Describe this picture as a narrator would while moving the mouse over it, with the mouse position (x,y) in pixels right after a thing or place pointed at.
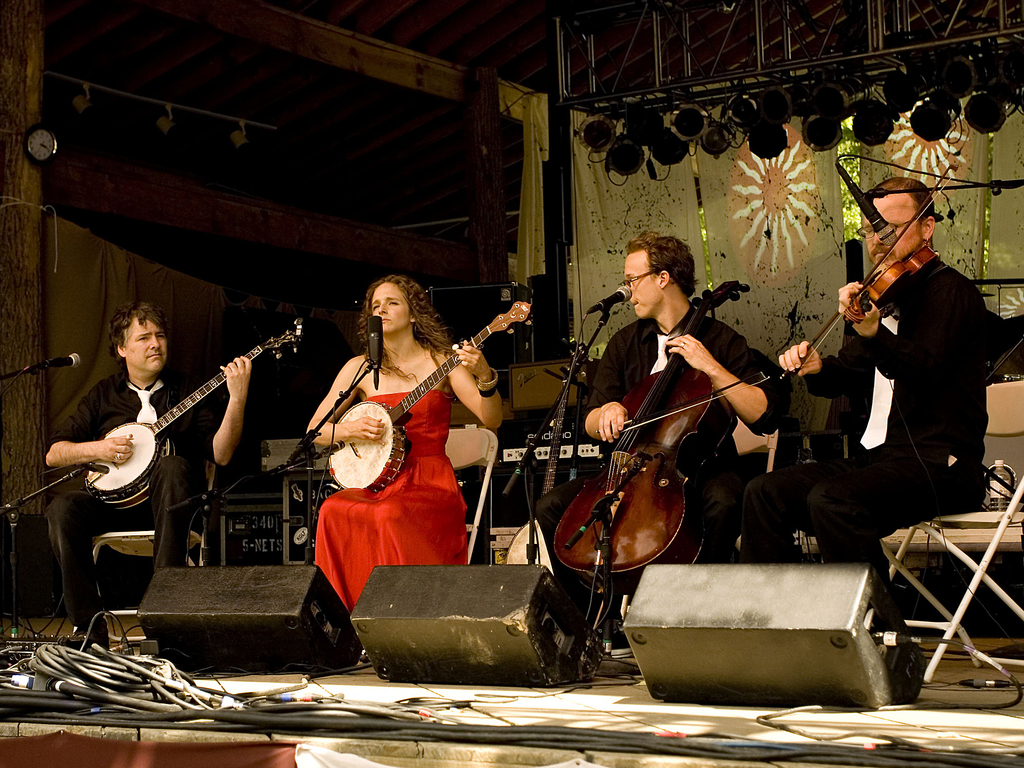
In this image we have group of people (473,409) who are sitting on the chair (487,456) and playing musical instruments (708,399) in front of a microphone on the stage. On the left side (36,162) we have a clock (46,139) and on the right side of the image (864,108) we have a lights (779,117).
